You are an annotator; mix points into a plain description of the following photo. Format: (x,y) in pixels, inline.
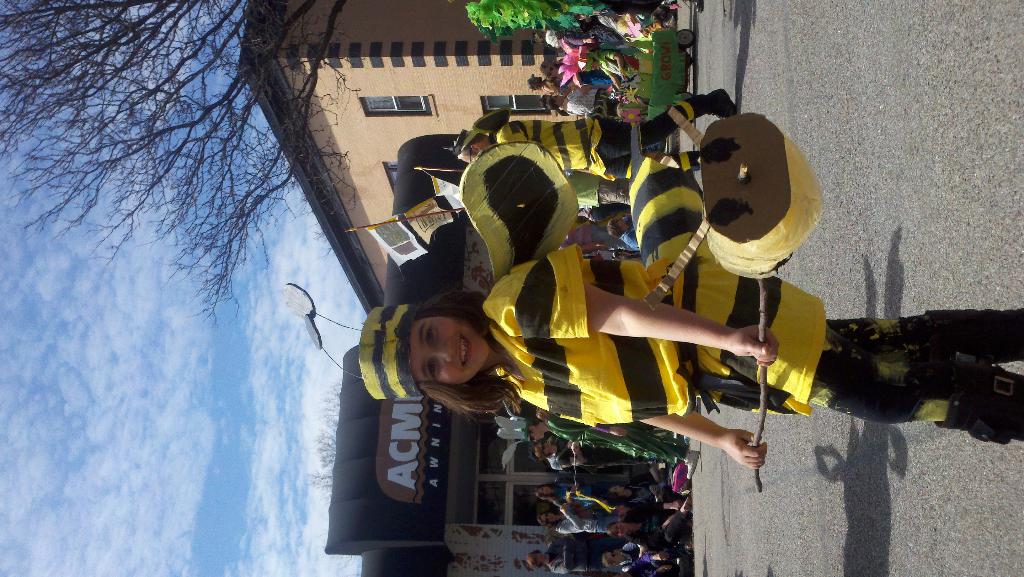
In the center of the image (499,314) a girl (621,331) is standing and holding an object (765,369). In the middle of the image (372,209) we can see some persons (655,503) and building (514,506), a tree (275,32) are there. On the left side of the image (183,405) clouds (193,442) are present in the sky (173,390). On the right side of the image (876,223) a road (861,218) is there.
